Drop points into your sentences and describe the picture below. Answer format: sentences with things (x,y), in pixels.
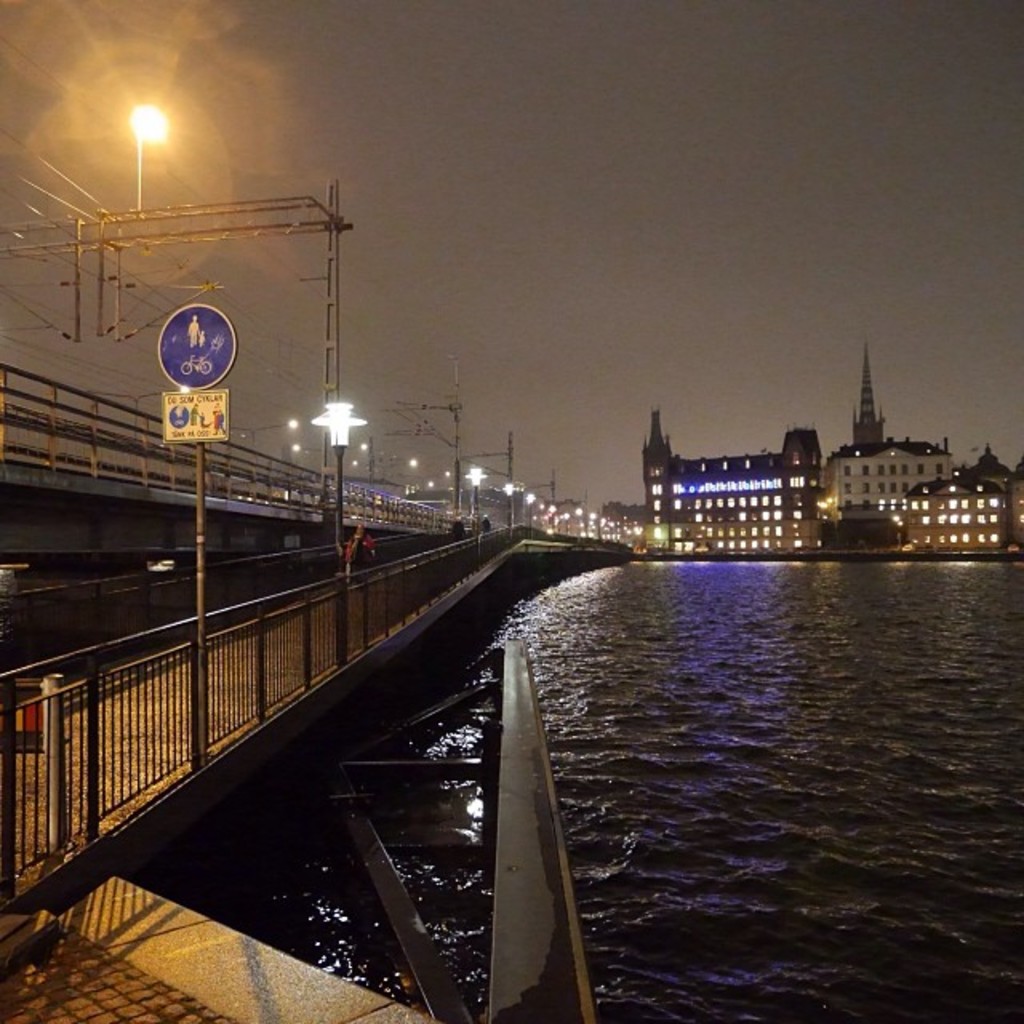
In this image we can see water (549,688), bridge (321,596), persons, buildings (893,487), lights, poles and sky (504,254).
